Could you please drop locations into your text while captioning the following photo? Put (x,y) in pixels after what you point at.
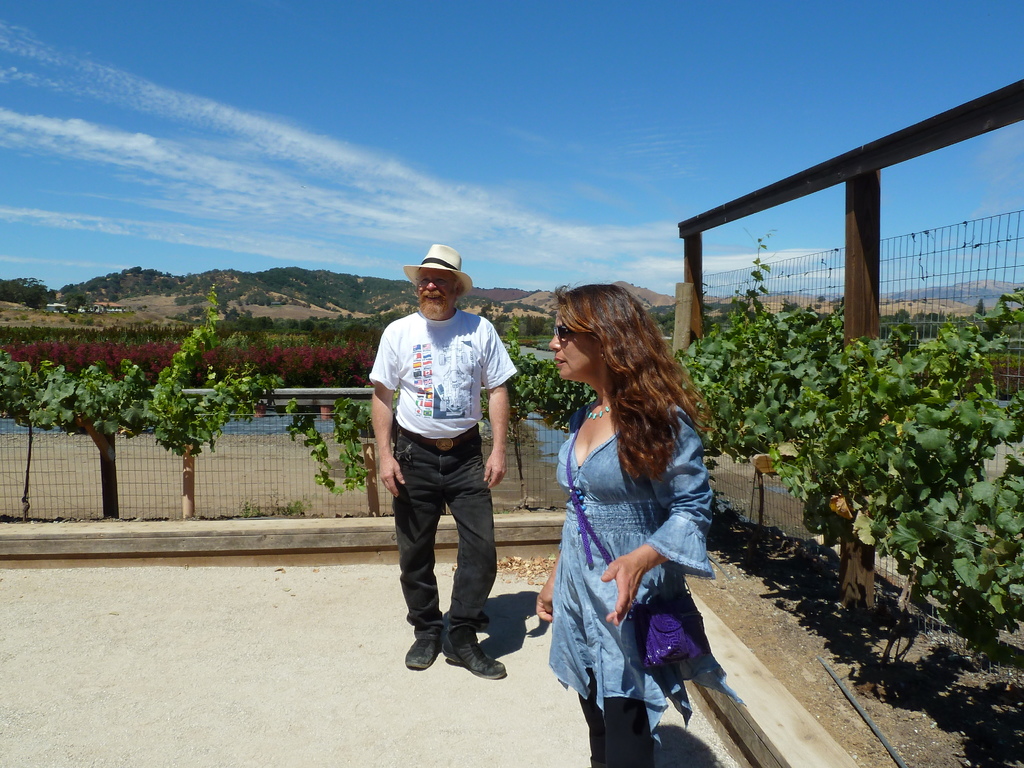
In the image there is a woman (638,487) with blue dress (651,529) standing and behind her there is an old man (429,501) with hat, white t-shirt (430,354) and black jeans (424,610) standing inside a fence (915,464) with plants (824,379) over it and in the back (145,305) there are hills (300,298) with trees (145,279) on it and above its sky (463,59) with clouds (466,212).
